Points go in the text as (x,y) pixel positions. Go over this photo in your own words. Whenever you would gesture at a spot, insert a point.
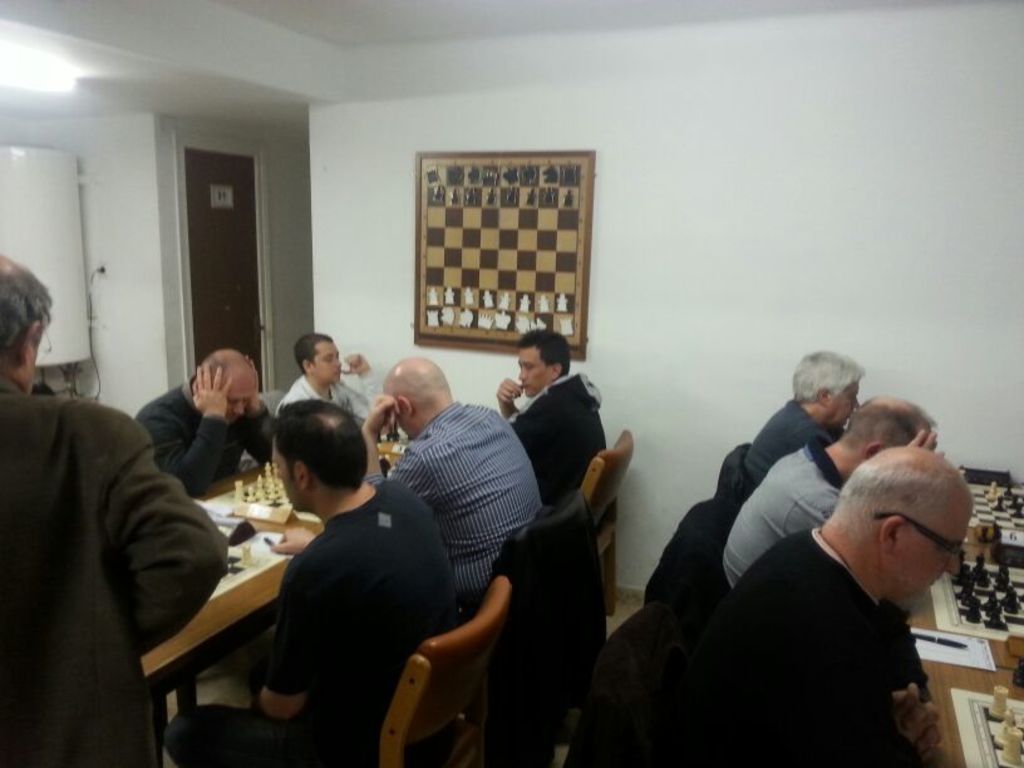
there are so many people (732,591) sitting around a table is playing chess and there is a chess painting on the wall (648,440).
